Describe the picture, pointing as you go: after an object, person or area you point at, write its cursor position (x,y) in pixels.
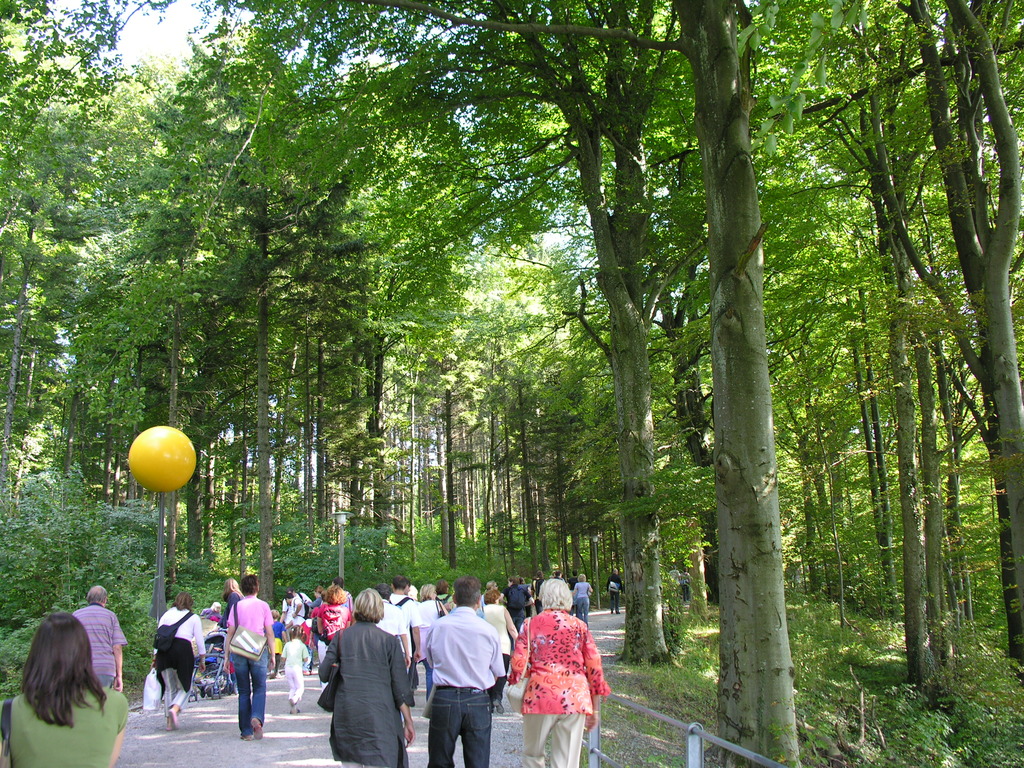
In this image I can see number of persons (454,643) are standing on the road (293,720) and a yellow colored ball (183,481) over here. I can see the railing (647,706) and number of trees (764,455) which are green in color. In the background (244,11) I can see the sky (205,24).
